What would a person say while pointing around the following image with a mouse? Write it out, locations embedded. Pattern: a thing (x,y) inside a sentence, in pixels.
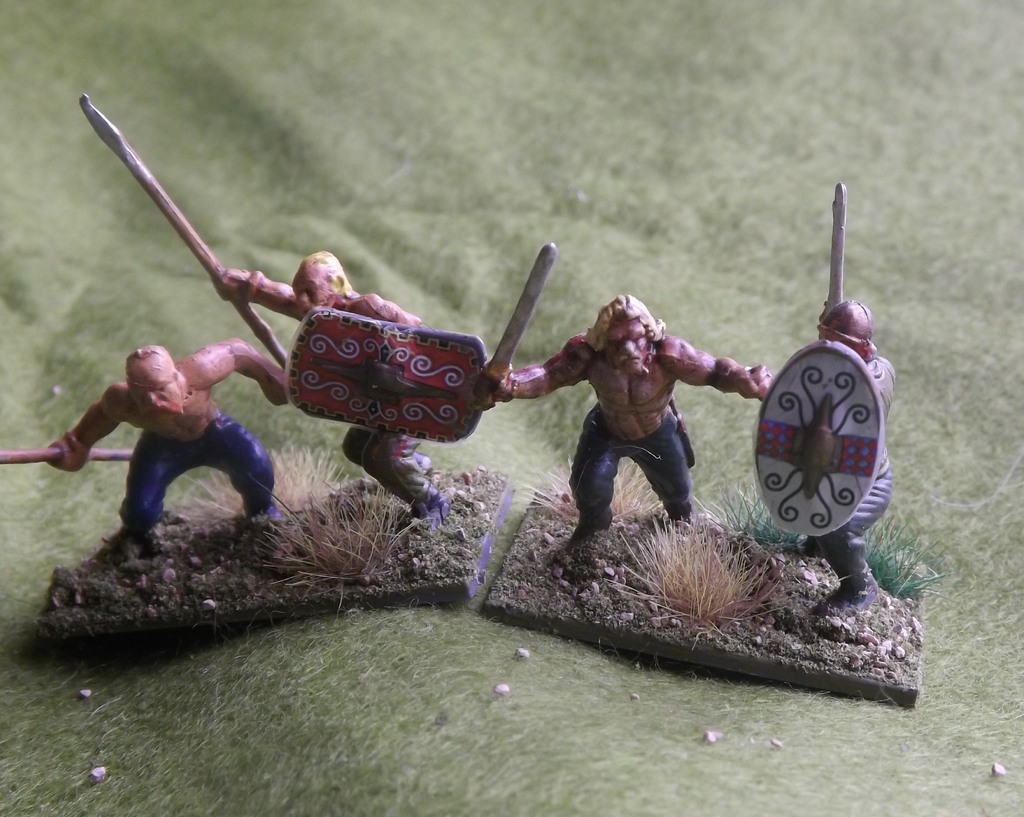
In this image there are four small toys (424,431) in the middle (680,504). On the right side (855,454) there is a toy (831,464) of a man (878,481) who is holding the shield (836,419) and a sword (831,306). Beside him there are three other men (180,436) who are holding swords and spears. At the bottom (272,559) there is grass (694,595) and stones (404,541). The toys (403,484) are on the mat (512,748).
